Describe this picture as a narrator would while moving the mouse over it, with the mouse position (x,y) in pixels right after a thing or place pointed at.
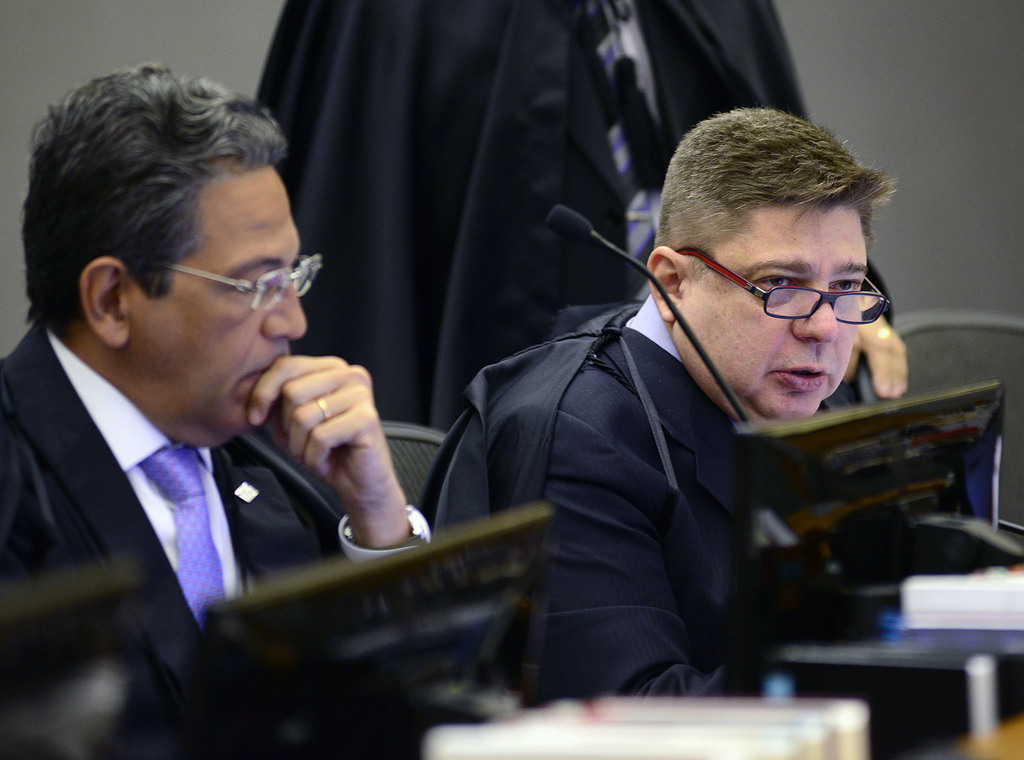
As we can see in the image there are three persons (499,382) wearing black color jackets (490,345) and there is a table (924,759). On table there are screens (339,654).
